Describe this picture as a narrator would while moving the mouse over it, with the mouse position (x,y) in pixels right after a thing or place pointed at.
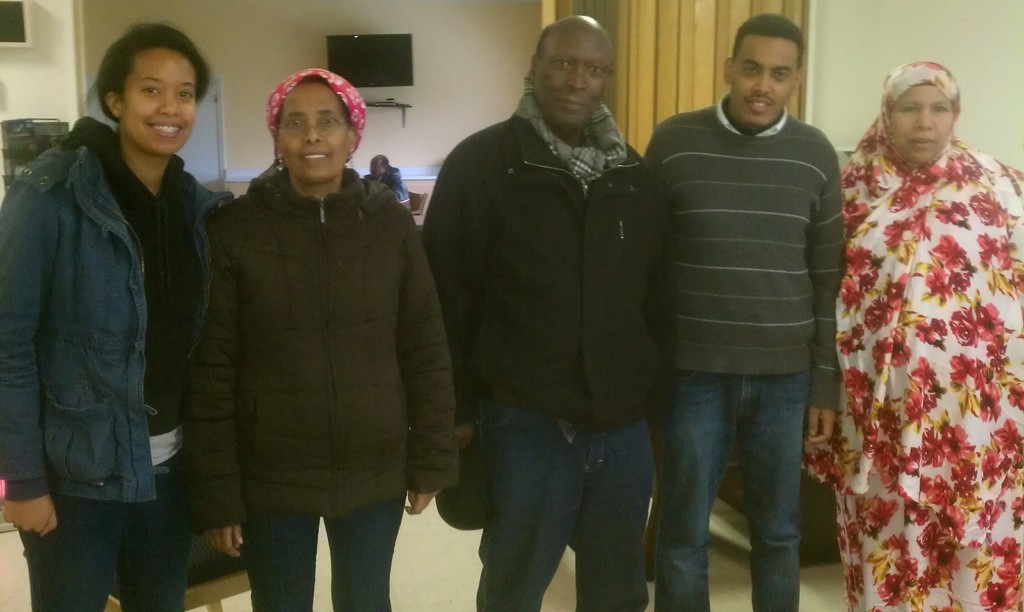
In this image we can see persons (678,459) standing on the floor (721,517). In the background (373,52) there are television (371,60) to the wall (431,34), walls (253,51) and a person (387,181) sitting on a chair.
